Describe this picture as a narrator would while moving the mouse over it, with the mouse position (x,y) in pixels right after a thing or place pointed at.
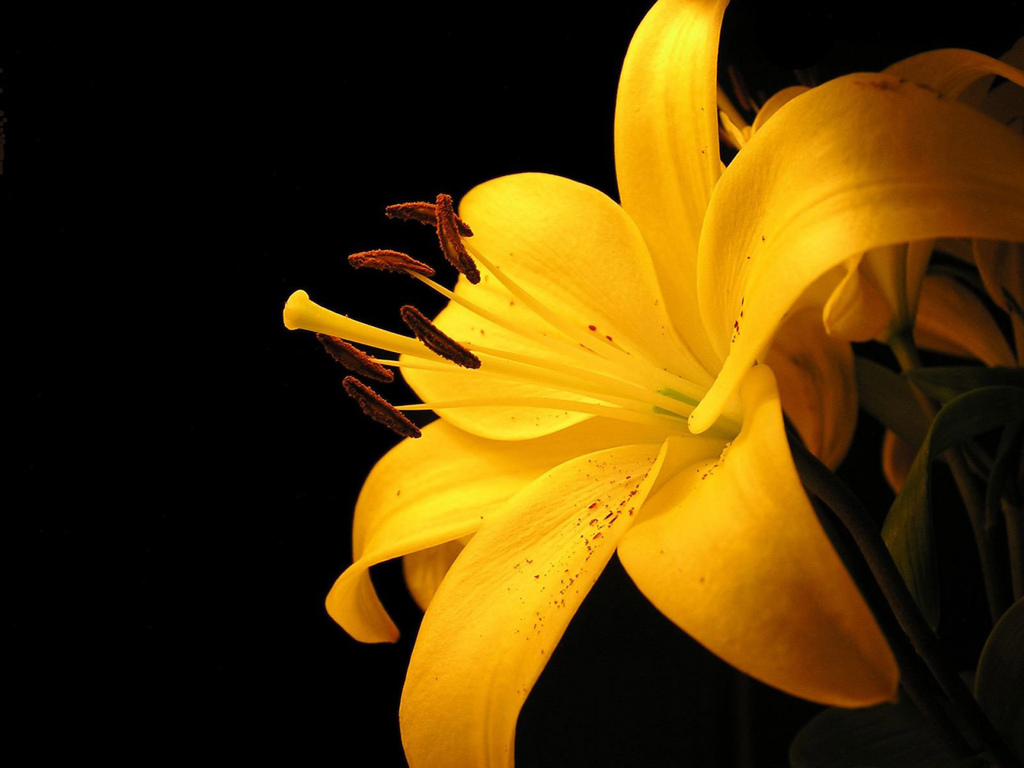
In this picture we can see a yellow color flower (664,365).
